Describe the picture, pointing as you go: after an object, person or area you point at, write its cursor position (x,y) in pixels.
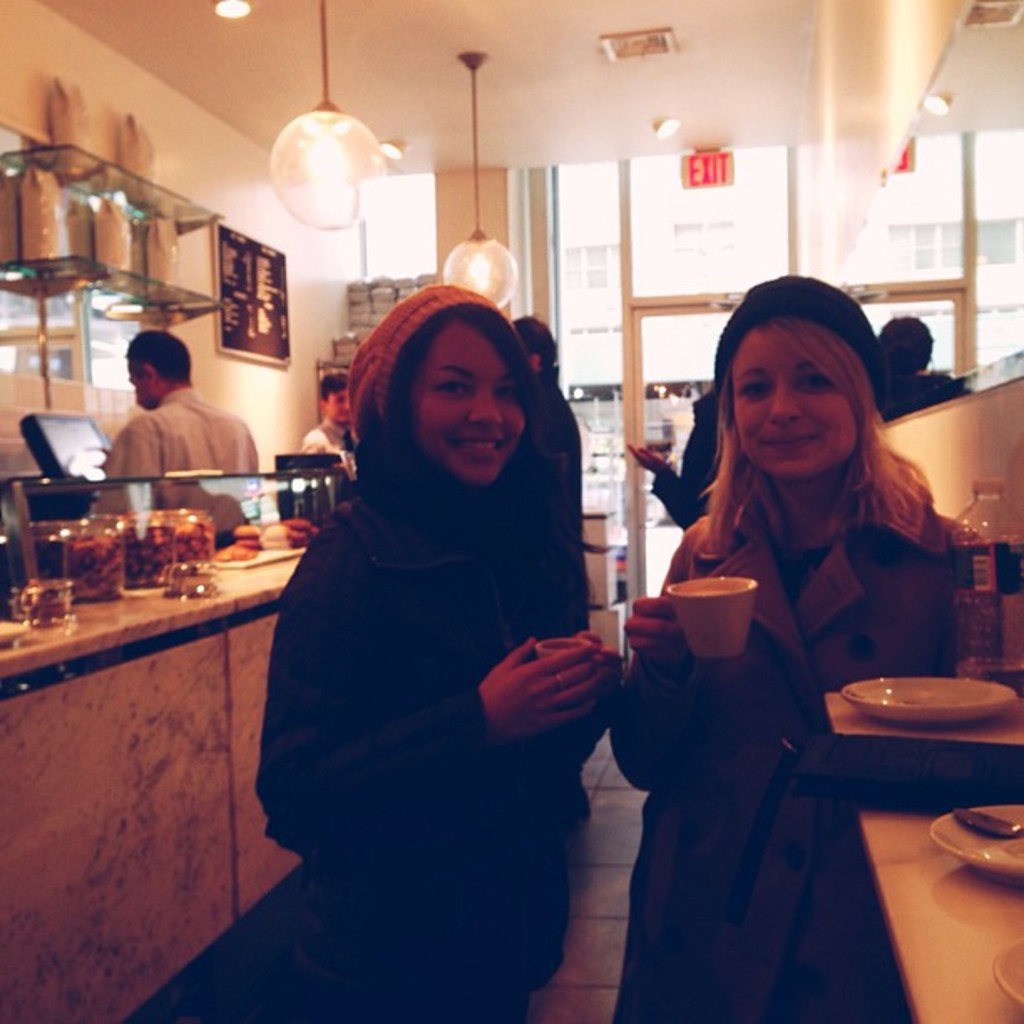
In the picture there are two women (461,358) standing in a cafe (606,753) and posing for the photo, both of them all holding cups (689,611) with some drink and on the right side (1018,872) there are empty plates (917,718) and behind the women (418,444) there are some food items (117,523) kept in the jars (144,541) and behind the food items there are two people (223,414), in the background (235,140) there is a wall (248,228) and there is a menu card (252,330) attached to the wall (294,254), on the right side (709,367) there is an exit door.
